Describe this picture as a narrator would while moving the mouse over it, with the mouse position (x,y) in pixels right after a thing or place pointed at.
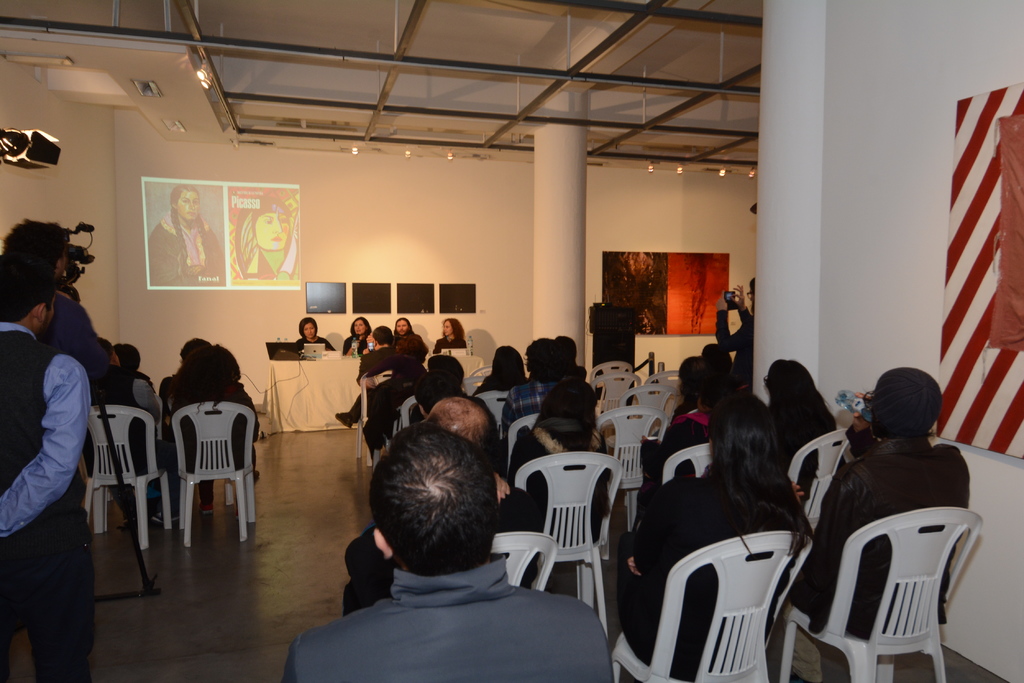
There are group of people (466,436) sitting on the chairs (796,458). This is a table (314,375) covered with white cloth (345,365). There is a laptop (282,352) and few other things (277,339) placed on the table (467,355). This is a pillar (555,227) which is white in color. I think these are the screens (433,300) attached to the wall (436,280). There are two people (69,398) standing and one person (55,273) is recording video. This looks like a display (241,223) on the wall (305,210). These are the posters (662,255) attached on the wall (685,210). This is the rooftop (332,37). I can see few empty chairs (641,402).
